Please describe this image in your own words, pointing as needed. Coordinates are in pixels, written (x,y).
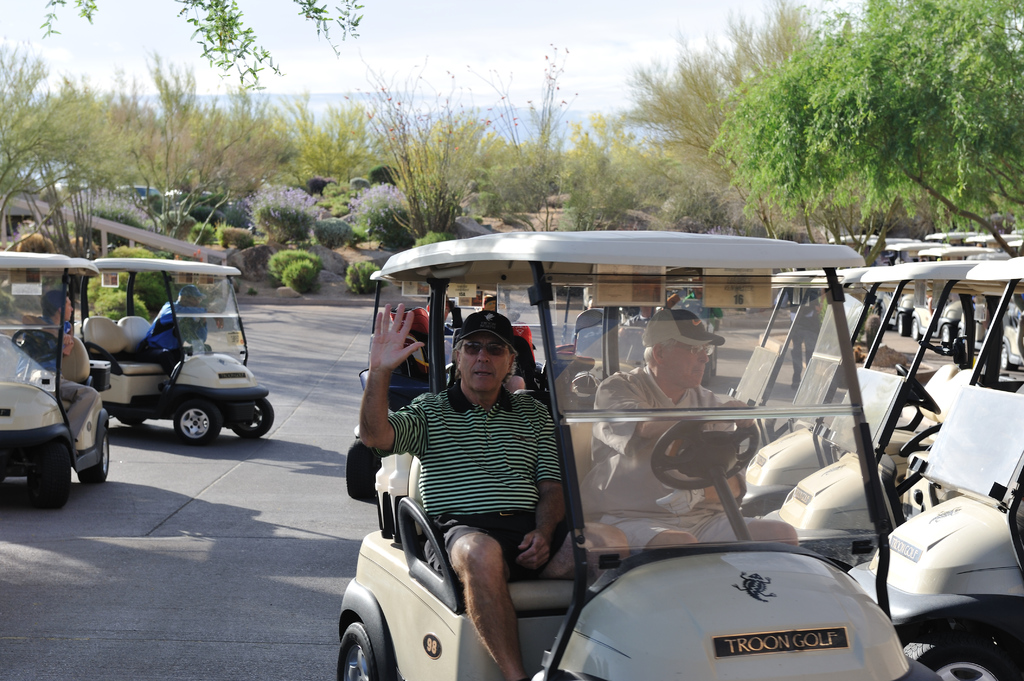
In the foreground of the picture (110,338) there are vehicles (989,522) and road (108,511). In the center (608,431) we can see two persons (647,403) in the vehicle (589,247). In the middle of the picture (418,242) there are trees (403,178), shrubs (212,208) and soil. On the left (113,221) we can see hand railing (190,246). At the top (424,35) it is sky (501,45). At the top (241,54) towards left (339,22) we can see stems (229,41) of a tree (323,13).
